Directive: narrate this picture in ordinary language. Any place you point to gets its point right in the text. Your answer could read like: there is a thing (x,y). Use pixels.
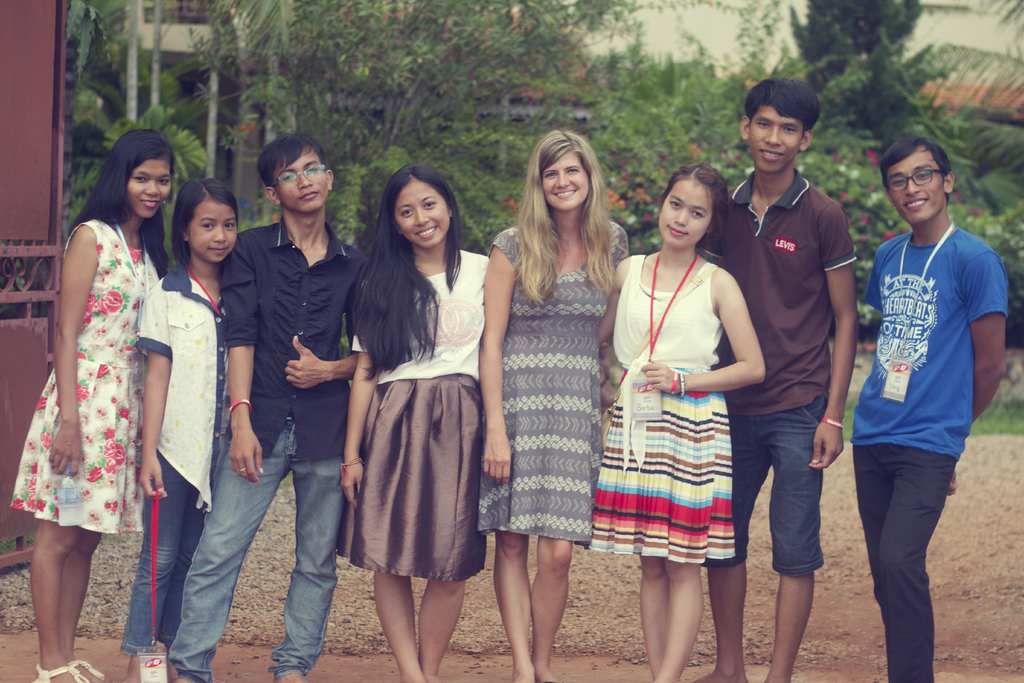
In the image we can see there are people (354,392) standing, Wearing clothes (266,402) and they are smiling, and two of them (297,193) are wearing spectacles (290,179) and identity cards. Here we can see grass (1013,425), plants (863,269) and trees (301,94).
